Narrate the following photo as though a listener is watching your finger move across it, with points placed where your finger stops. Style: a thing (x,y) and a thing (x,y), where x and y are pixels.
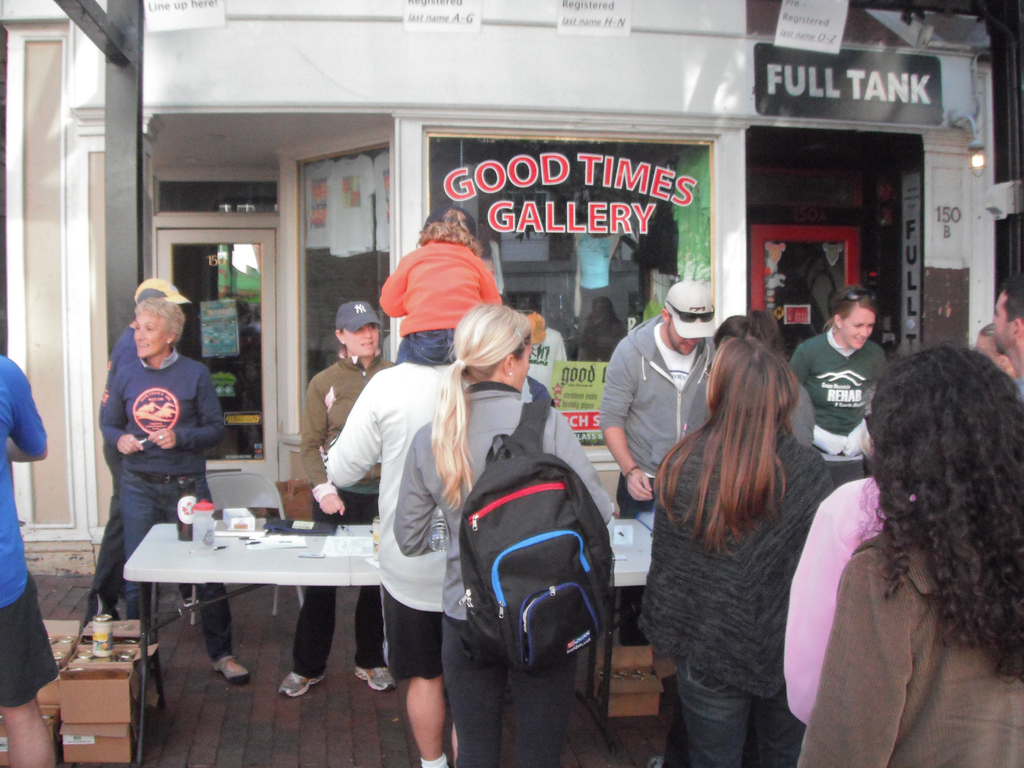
In this image there are group of people (702,445). The woman (506,333) is wearing a bag (541,433). At the back side (596,180) there is building (565,76). On the table (323,563) there are papers (347,547).
